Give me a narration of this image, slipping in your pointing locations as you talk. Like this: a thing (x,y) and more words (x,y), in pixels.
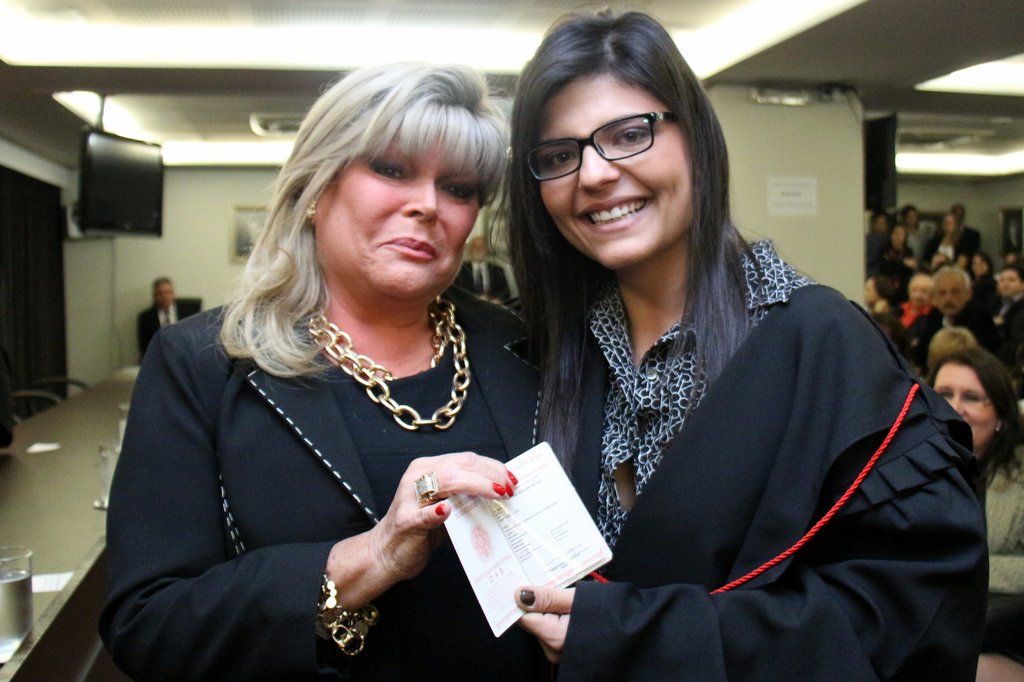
In the center of the image (664,338), we can see two ladies (398,376) holding a card (479,554) and one of them is wearing glasses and other is wearing chains (378,381). In the background (110,206), we can see screens (151,171), tables (64,420), chairs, glasses (18,575) and some other people (905,316) and we can see posters (787,185) and there are lights (934,167).
